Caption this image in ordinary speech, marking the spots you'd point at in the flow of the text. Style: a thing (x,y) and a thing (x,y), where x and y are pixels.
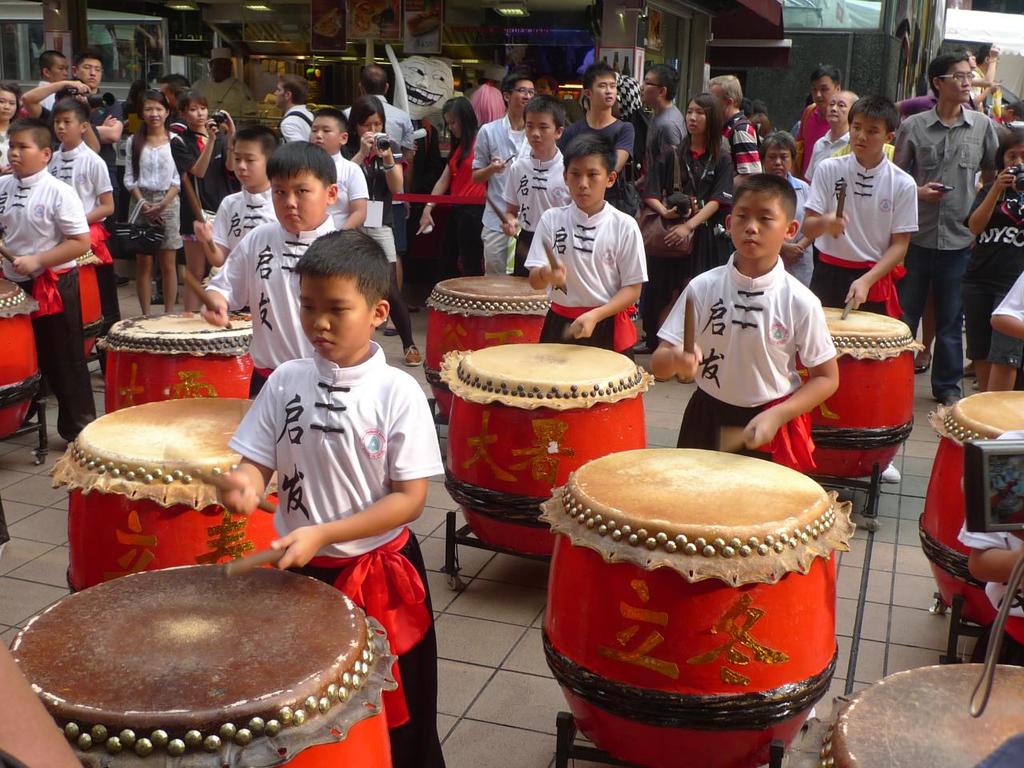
On the background (331,13) we can see boards (327,30) of food items (381,23). Here we can see all the boys (630,289) standing on the floor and playing drums (619,608) by holding sticks (739,430) in their hands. Beside to these boys (609,335) we can see all the persons (954,138) standing.
